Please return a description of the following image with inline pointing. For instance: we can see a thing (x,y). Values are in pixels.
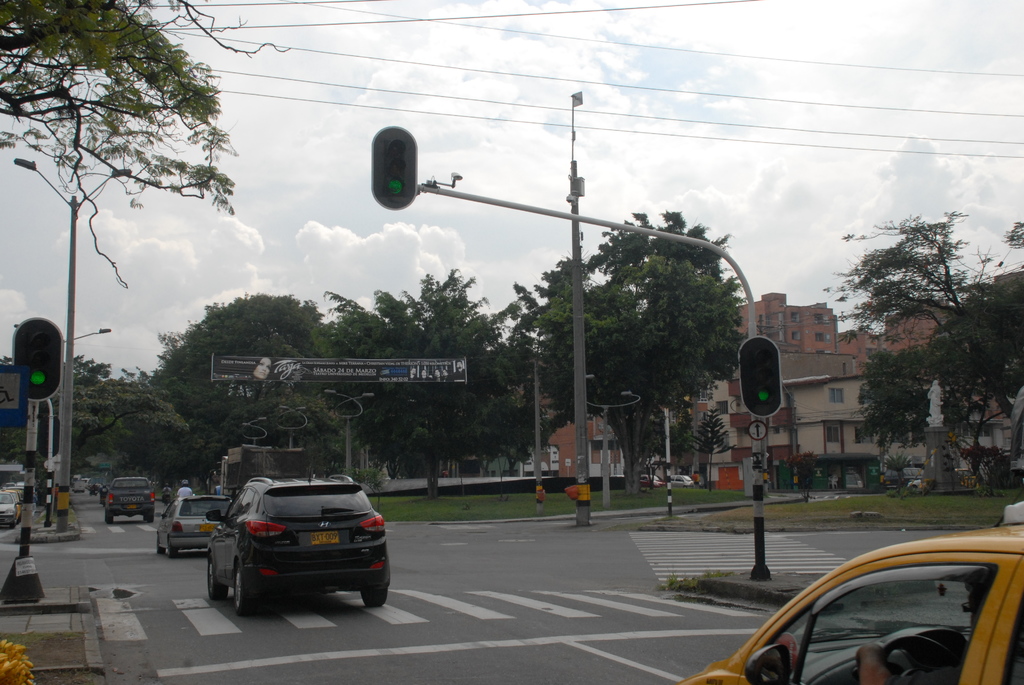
In the image in the center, we can see a few vehicles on the road (564,548). And we can see poles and sign boards (320,378). In the background (257,119), we can see the sky (782,90), clouds (228,265), trees (322,338), buildings (785,461), grass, few people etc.
